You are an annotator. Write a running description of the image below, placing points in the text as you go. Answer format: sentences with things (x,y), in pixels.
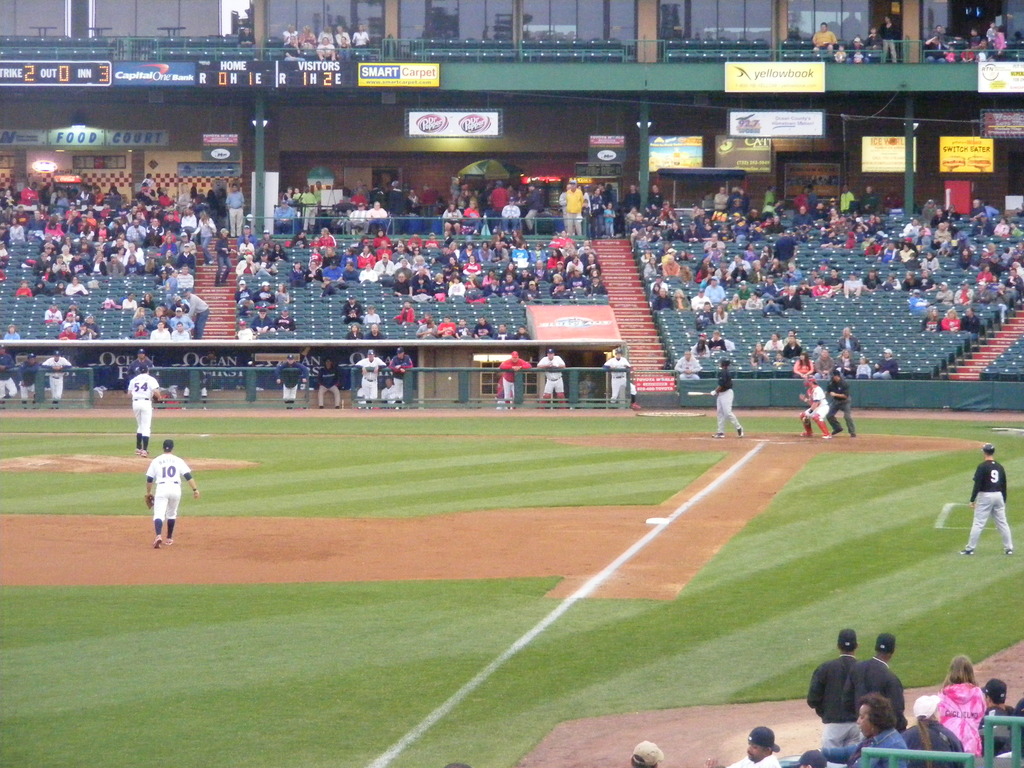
In this picture, I can see a ground (946,435) and players (726,383), Who are playing baseball game after that i can see the spectators (63,324), Who are sitting and standing.
